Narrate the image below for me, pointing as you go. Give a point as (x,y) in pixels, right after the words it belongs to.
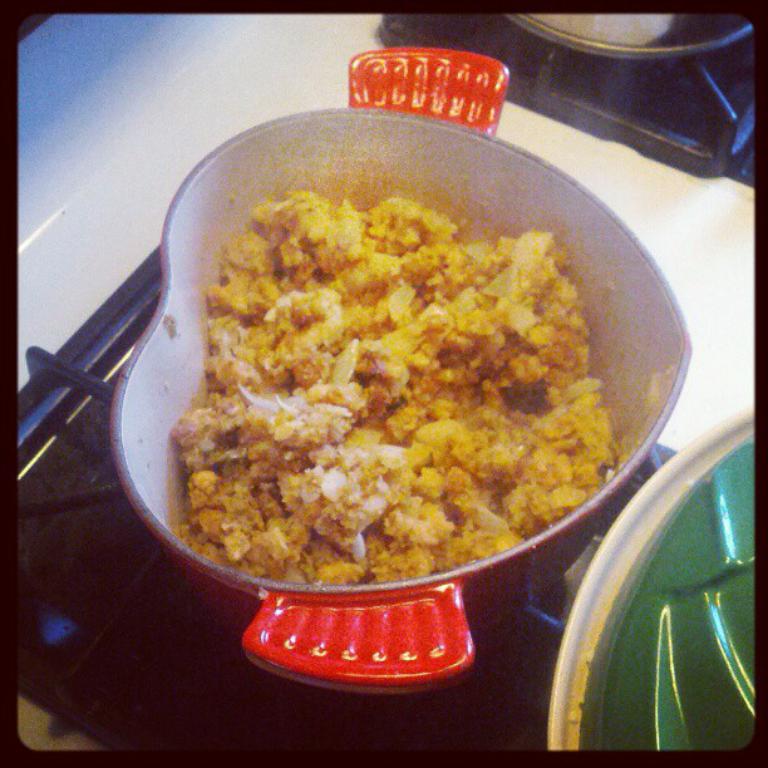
In this image I can see the stove (207,62). On the stove (176,667) I can see the bowls (404,614). I can see the food (334,337) in one of the bowl (299,644). I can see the stove (67,252) is in white and black color.
